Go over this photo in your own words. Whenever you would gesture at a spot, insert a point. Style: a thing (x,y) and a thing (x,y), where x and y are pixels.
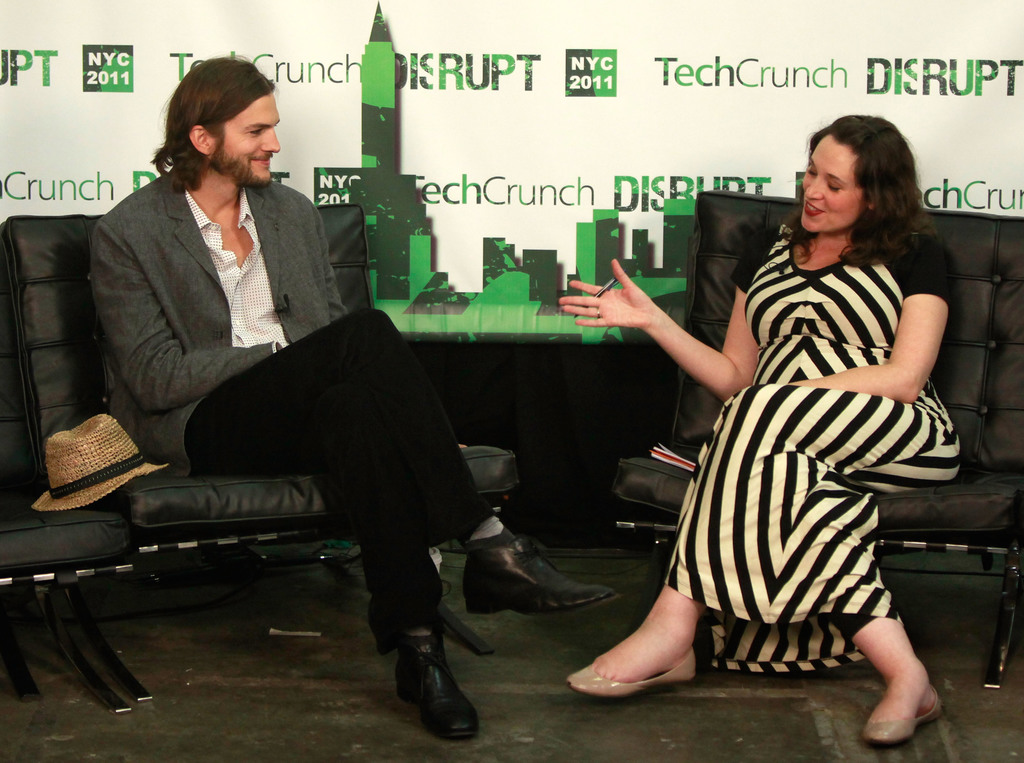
In this picture we can see a man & a woman (680,626) sitting on the chairs (709,406). The background (410,153) is green and white color.
